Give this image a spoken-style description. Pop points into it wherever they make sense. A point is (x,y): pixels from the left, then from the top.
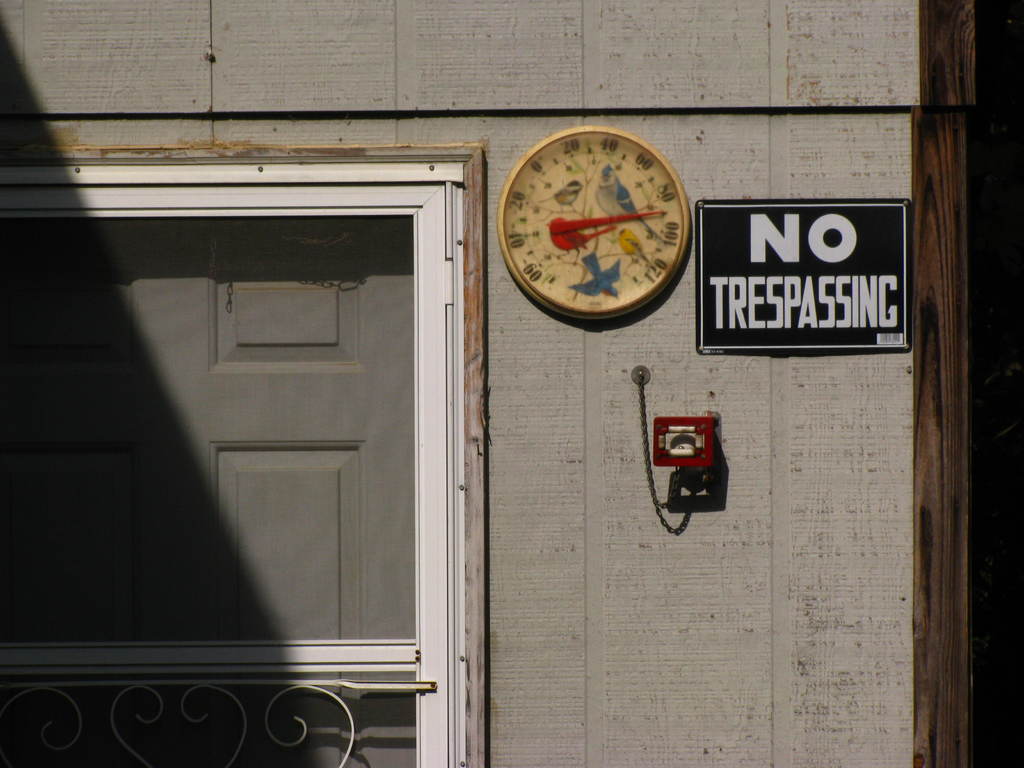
In this image there is one building (308,42) and on the left side (266,461) there is a door (328,357) and railing (271,714), in the center (602,314) there is thermometer (639,250) and on the right side (806,233) there is one board (732,301) and some object (678,431).
